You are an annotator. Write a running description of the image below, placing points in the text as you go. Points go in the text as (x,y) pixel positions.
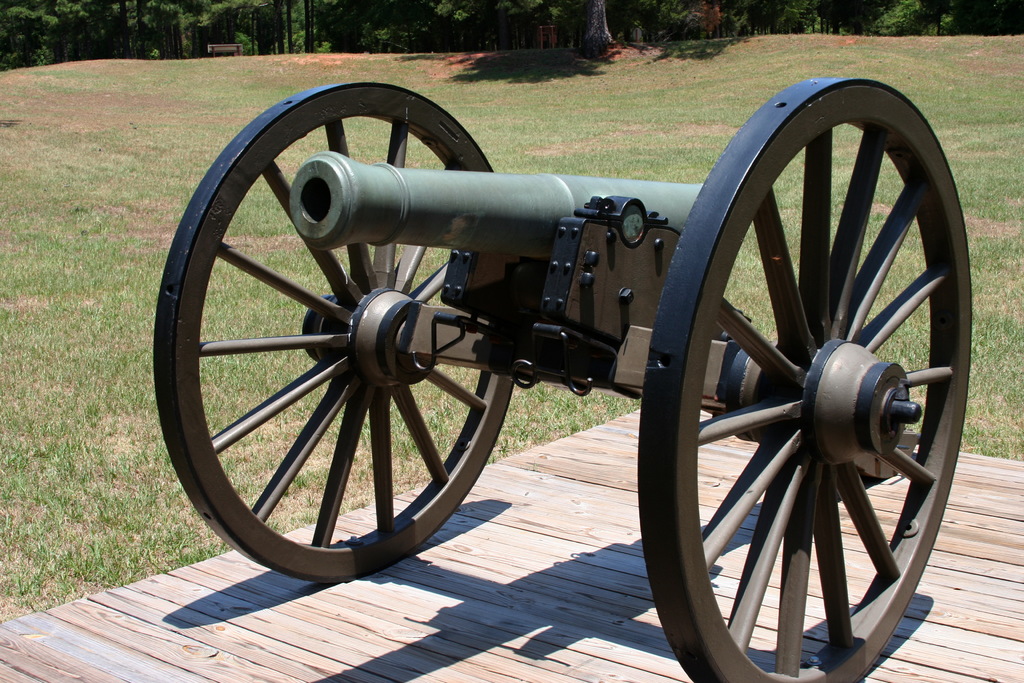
In this picture there is a cannon (310,165) on the wheels (664,511), that is kept on the wooden floor (1001,619). Beside that i can see the green grass (31,472). At the top (784,18) background (424,47) i can see many trees (443,51). In the top left (217,56) there is a bench (231,44).
